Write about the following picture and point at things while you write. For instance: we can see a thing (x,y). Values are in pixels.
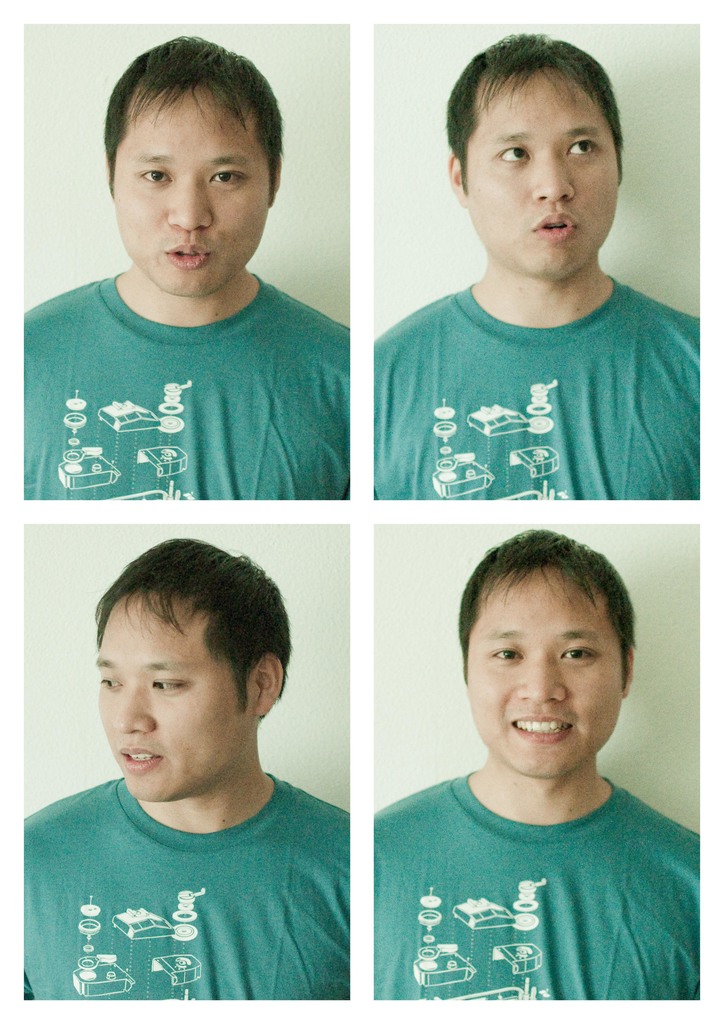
Here I can see a person (241,399) is wearing a t-shirt (265,375) and smiling. The background (416,648) is in white color. This is an edited image and made as a collage.
